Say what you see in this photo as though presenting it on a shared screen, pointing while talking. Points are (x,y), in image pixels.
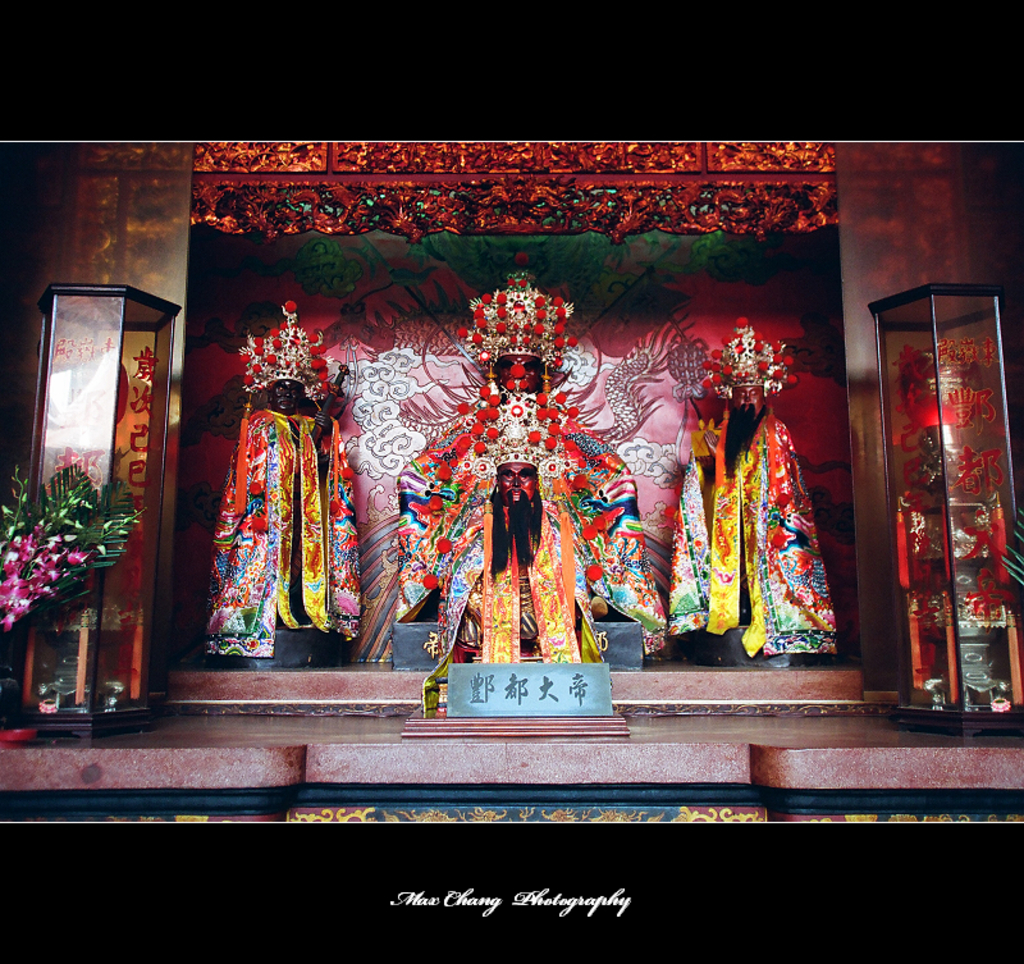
In this image there are few statues (515,434) having crowns (759,341). Left side (17,575) there are few flowers (42,553) and leaves (78,530). Behind there is a glass box (84,300) having an object (64,627) in it. Right side (915,537) there is a glass box (918,554) having an object (944,620) in it.
